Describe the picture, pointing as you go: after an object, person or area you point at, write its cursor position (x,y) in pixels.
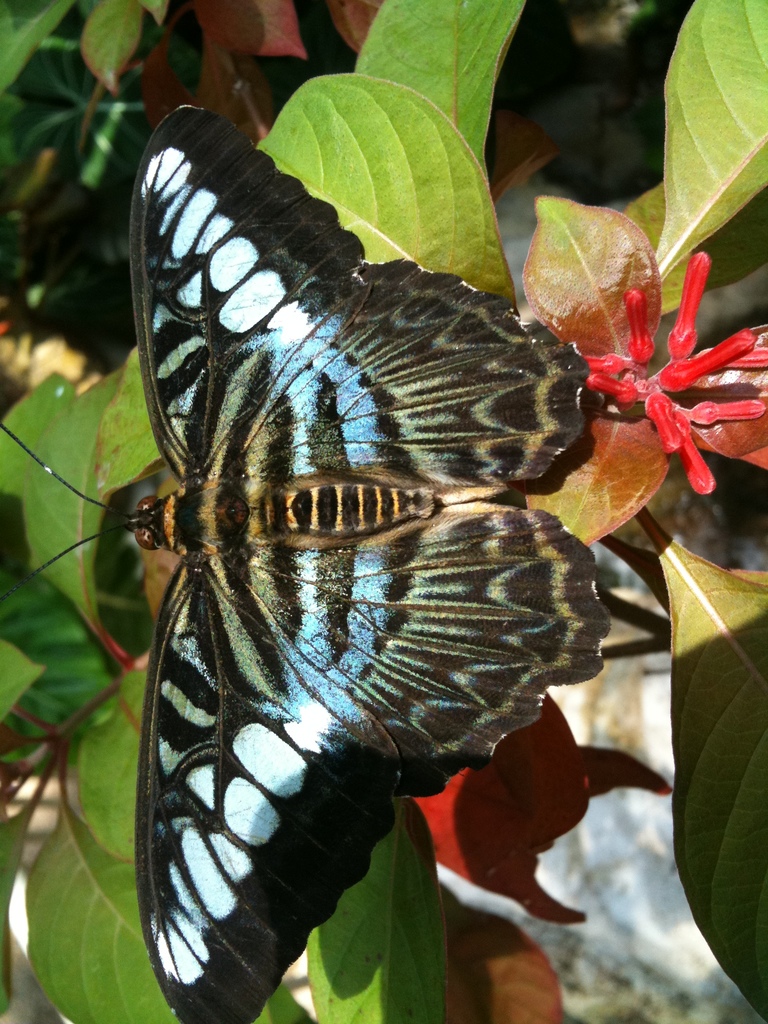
In this image, we can see some plants (363,166) and a butterfly (298,643).
